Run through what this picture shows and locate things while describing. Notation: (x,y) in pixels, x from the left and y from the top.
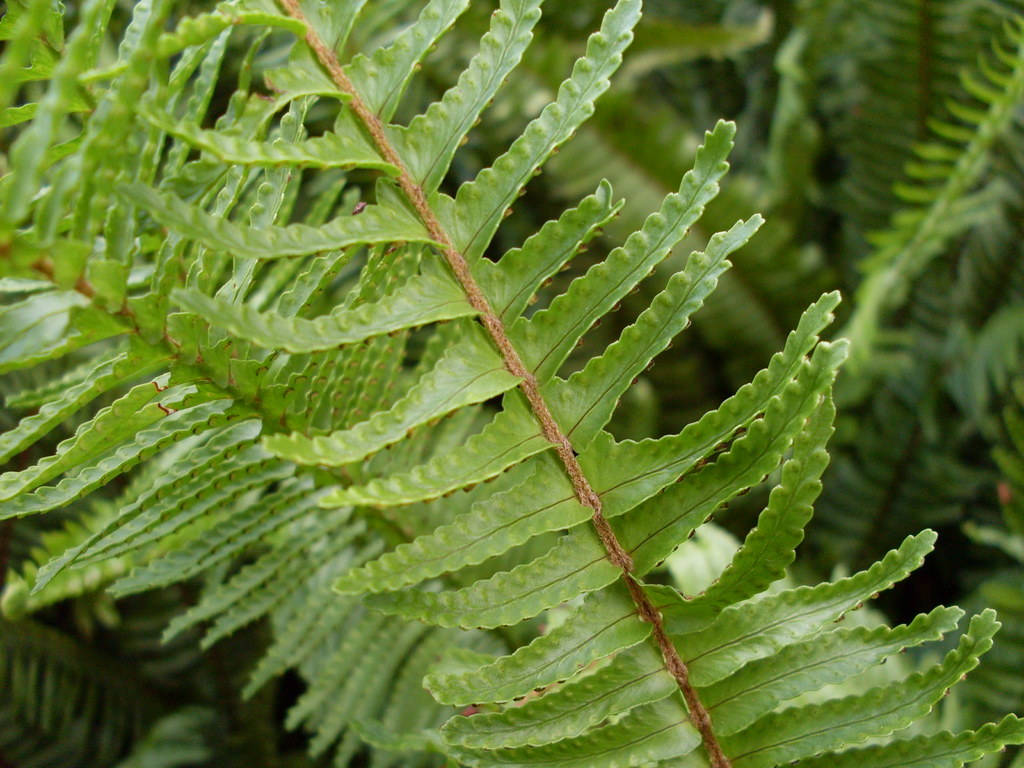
In this image, we can see some leaves (208,423) on the blur background.
